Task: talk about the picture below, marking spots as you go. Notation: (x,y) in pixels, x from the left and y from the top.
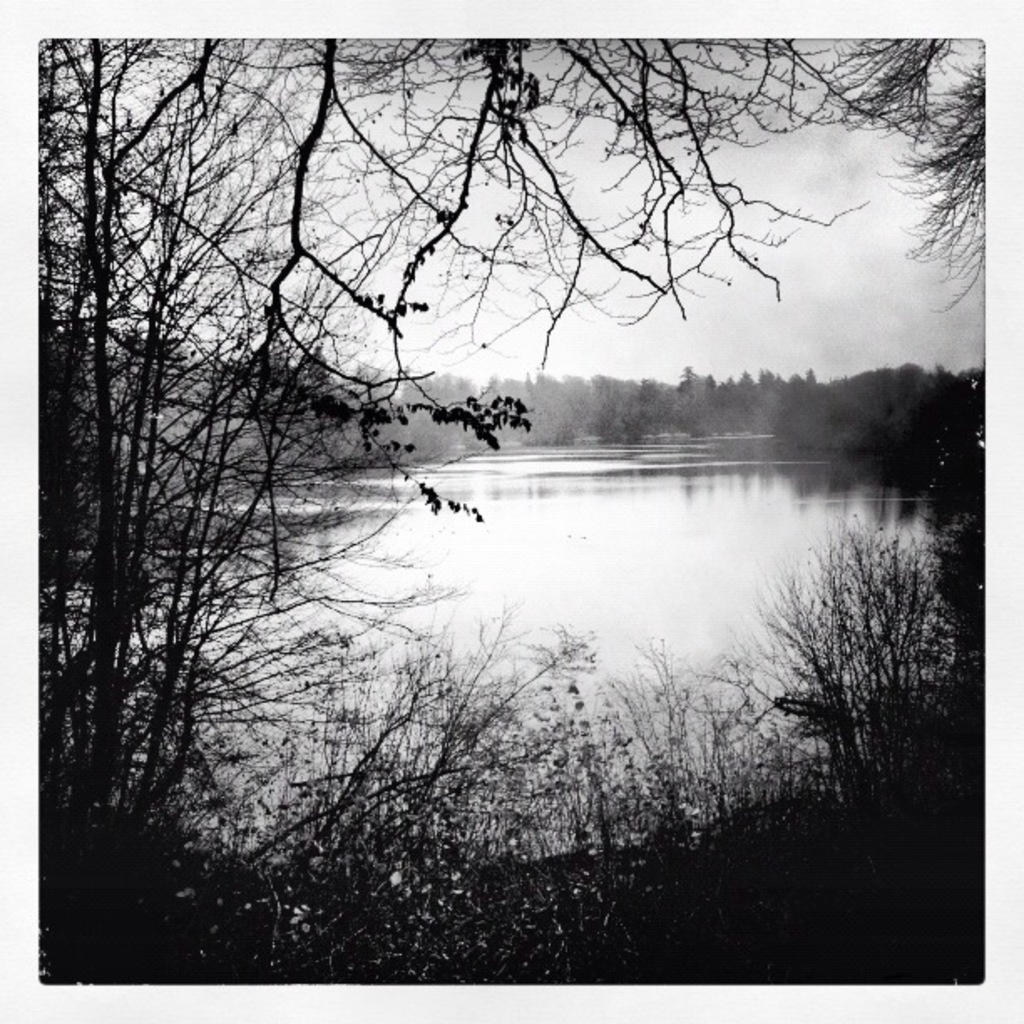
This is a black and white picture. In the front (425,589) there are trees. In the background (556,442) also there are trees (627,416) and sky (641,308).
